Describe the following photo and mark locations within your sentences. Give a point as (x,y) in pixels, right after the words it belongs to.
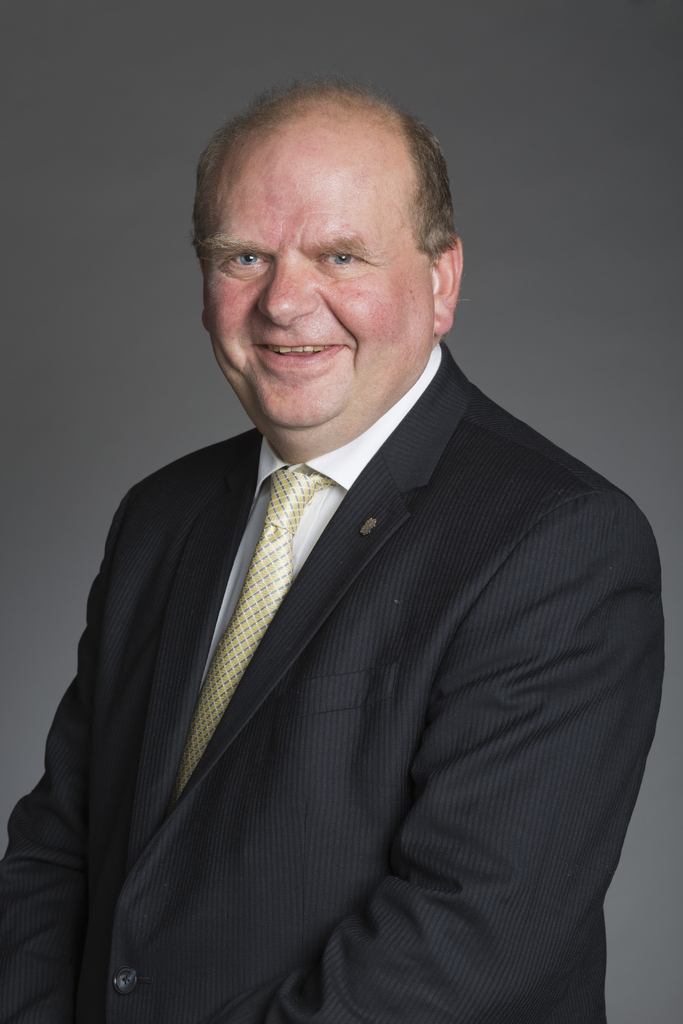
In this image I can see the person (346,652) wearing the black blazer (343,691), white shirt (298,530) and the cream color tie (232,643). The person (232,643) is smiling. And there is a grey color background (129,305).
